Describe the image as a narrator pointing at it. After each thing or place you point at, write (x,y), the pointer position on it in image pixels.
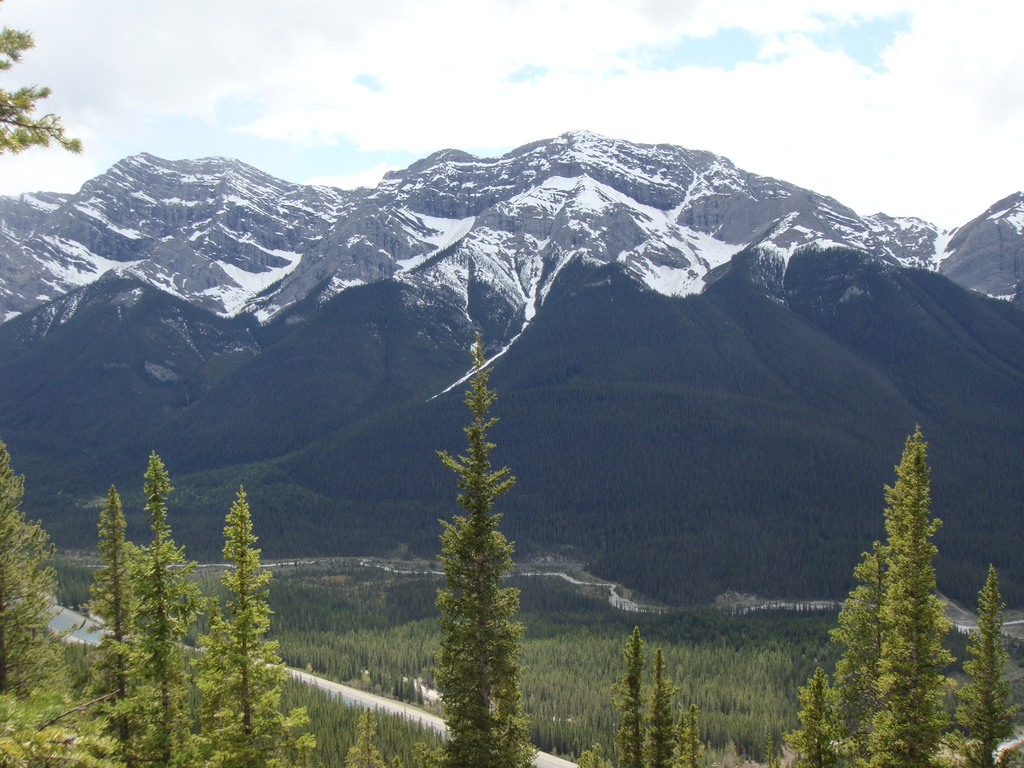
At the bottom of the image (476,743), we can see trees (520,765). Background (766,527) we can see hills (451,447), trees (406,586), roads (355,690) and snow (74,309). Top of the image (394,126), we can see the cloudy sky (541,83).
